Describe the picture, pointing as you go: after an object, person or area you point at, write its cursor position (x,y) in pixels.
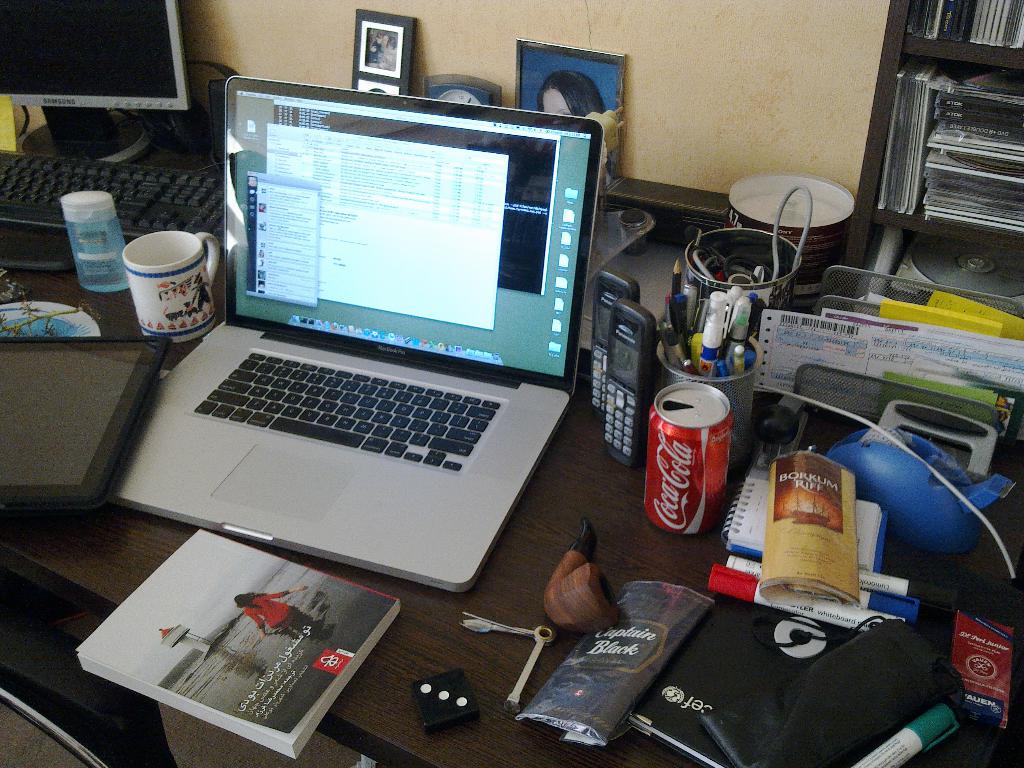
In this image I can see a laptop (412,498), system (81,119) and some of the objects (781,484) on the table (562,632). To the right (888,90) there is a cupboard (953,39) of CDs (936,209).
